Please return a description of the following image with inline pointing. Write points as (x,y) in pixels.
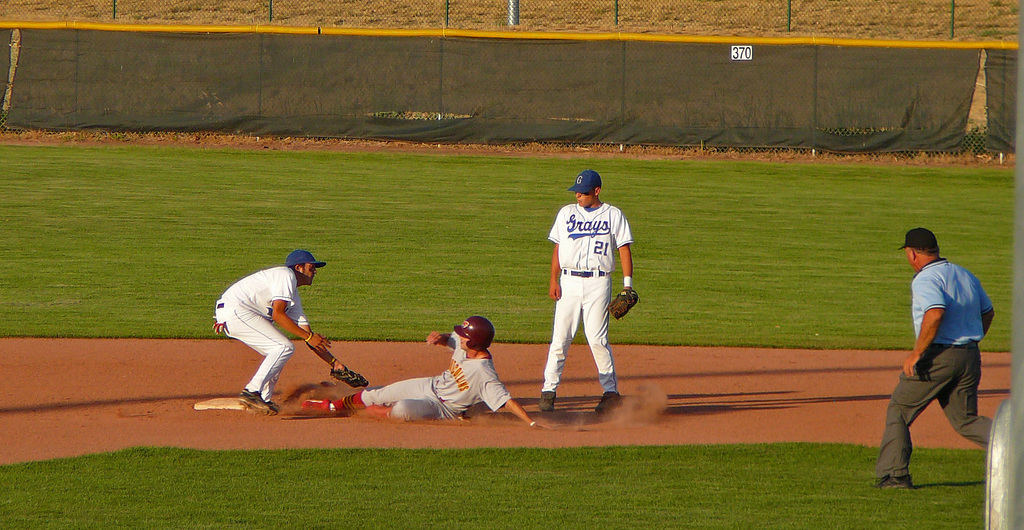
In this image I can see few players (336,367) are wearing white color dresses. One person (949,331) is running. Back I can the net fencing (986,140) and cloth (830,71) on it.
